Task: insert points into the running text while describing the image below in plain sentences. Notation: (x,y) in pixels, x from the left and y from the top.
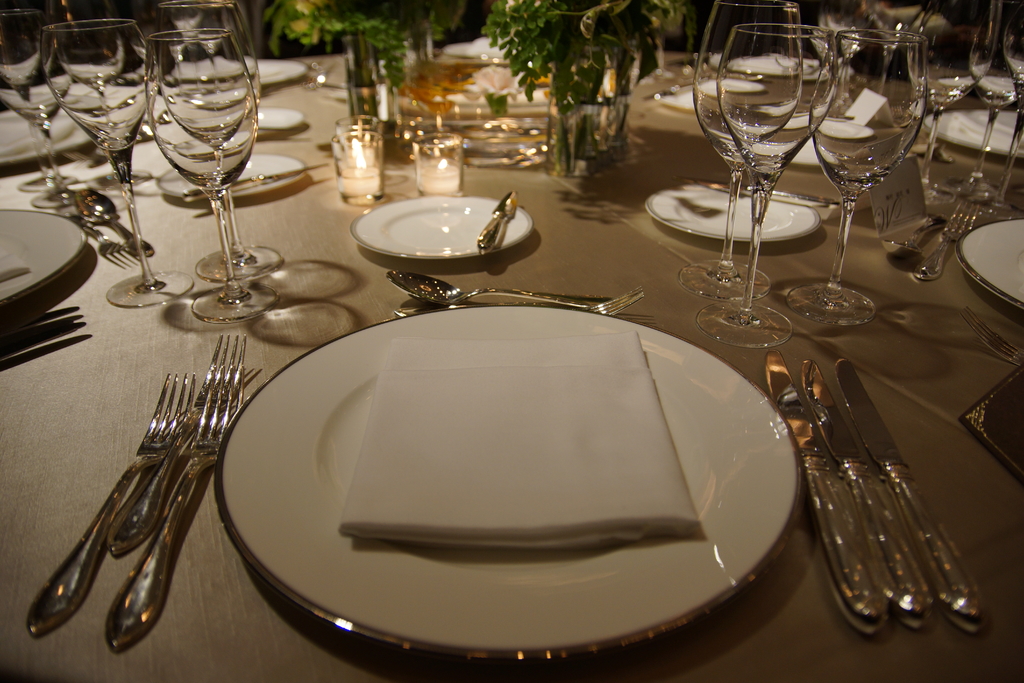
In this image there is a table (75,343), on the table (75,343) there are glasses (174,71), plates (465,231), spoons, small plants (549,42) kept on glasses (573,122) visible.
